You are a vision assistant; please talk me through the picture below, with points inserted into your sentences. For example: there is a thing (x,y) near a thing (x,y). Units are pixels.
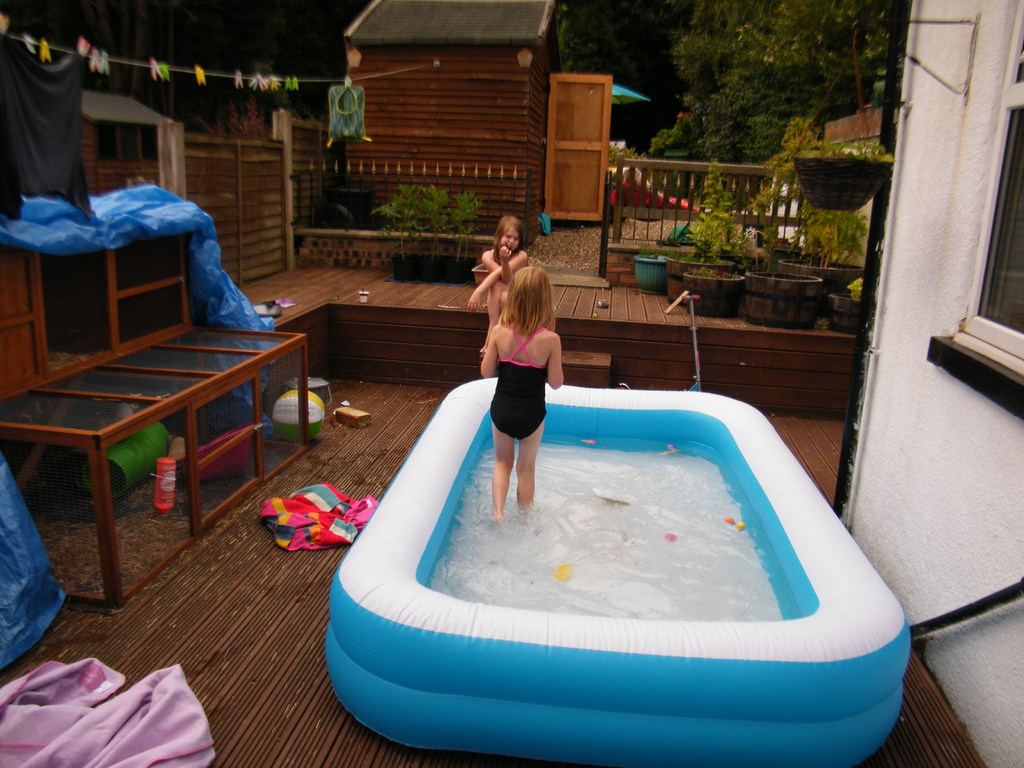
In this picture we can see one tub (671,592) with water (594,519) and one girl (530,503) is standing in this water (534,515). Here on the floor (355,460) there are some clothes (312,523) and this is the ball (319,414). And on the background (676,72) there are some trees (725,76). Here we can see some plants (404,236). And this is the wall (947,507). There is a window (987,311) with the glass (1006,253). And one more girl (509,253) is sitting on the deck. Here we can see one shed (561,98) with the door (567,142).
